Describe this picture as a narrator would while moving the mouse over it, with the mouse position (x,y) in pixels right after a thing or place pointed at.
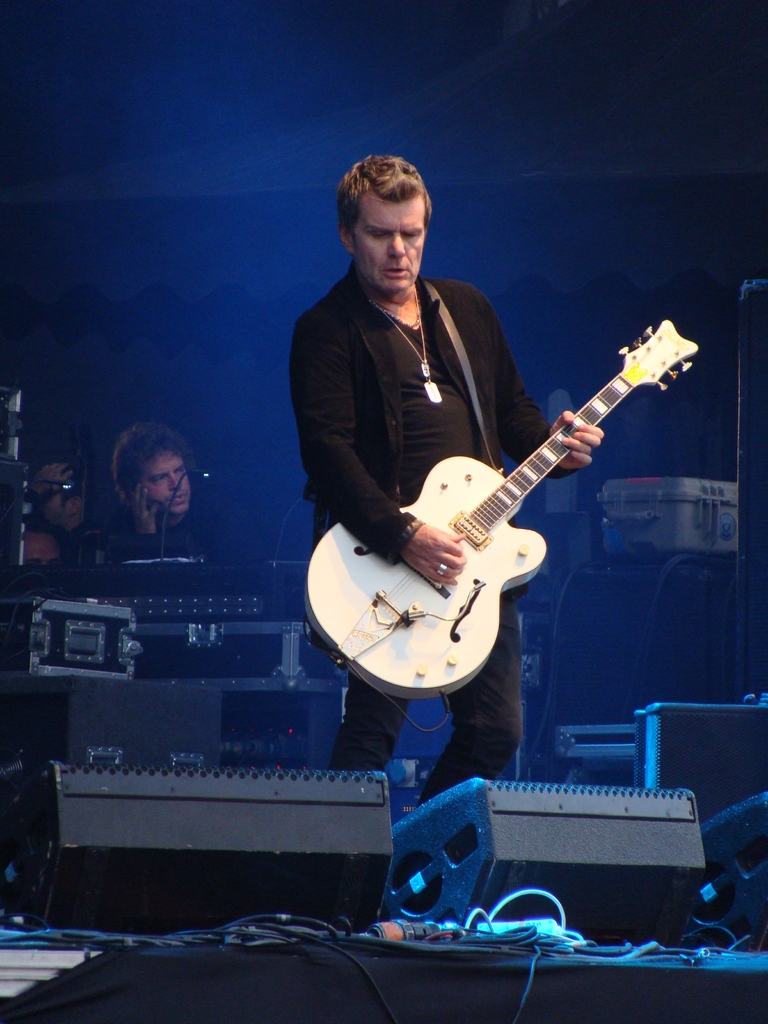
In the center of the image (373,400), we can see a person (383,390) wearing and holding a guitar (437,496) and in the background (130,436), there are some other people (174,464) and we can see musical instruments (281,800) and there are cables (344,941).
